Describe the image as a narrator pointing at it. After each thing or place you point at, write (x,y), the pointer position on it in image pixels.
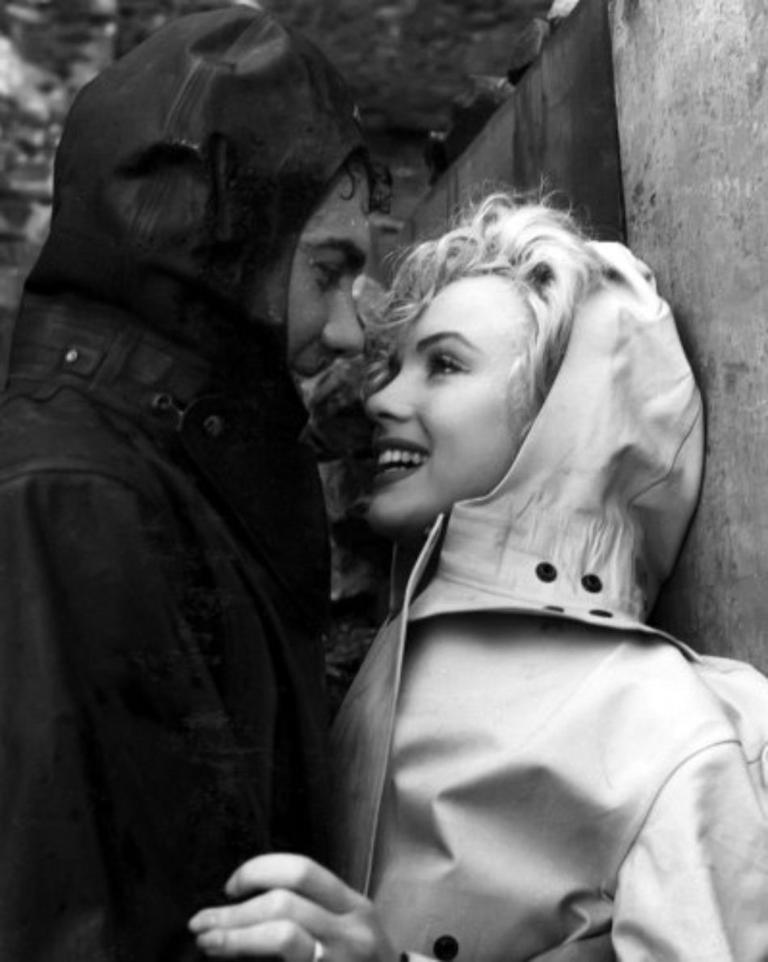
Black and white picture. Front of the image a woman (477,956) and men (151,626) are facing towards each-other. Background (69,73) it is blur.
